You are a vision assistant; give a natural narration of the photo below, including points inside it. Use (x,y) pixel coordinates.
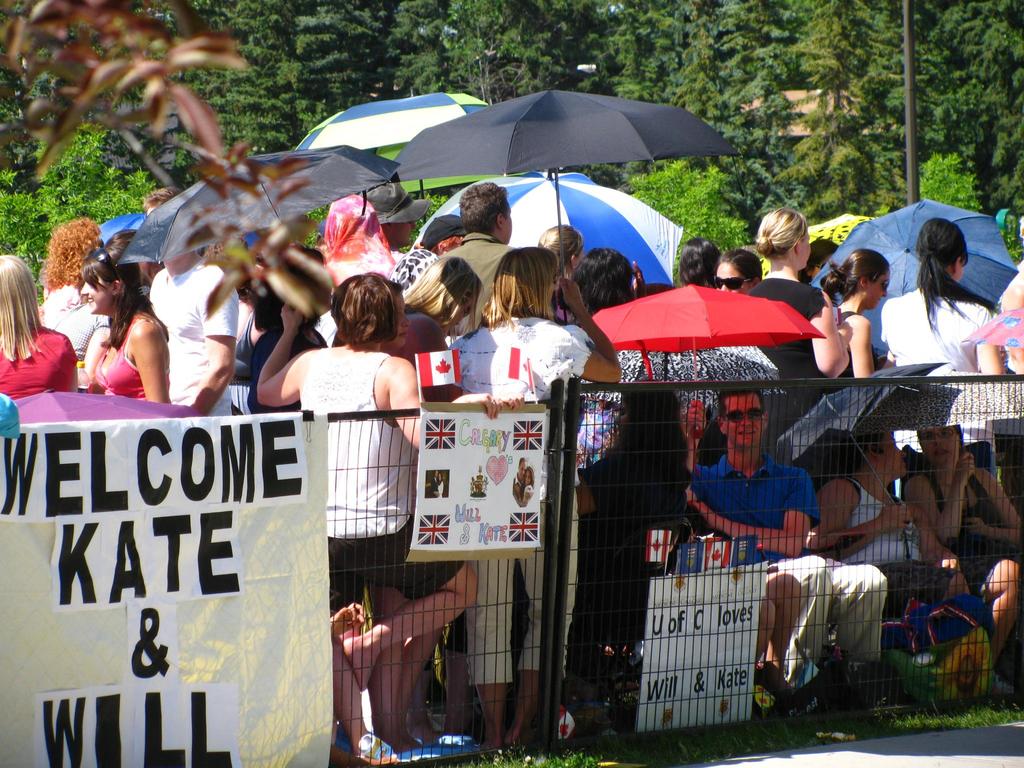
We can see banner (212,706) and board (423,465) on fence (415,478) and we can see grass (490,766). Few people (622,494) are sitting and these people (358,240) are standing and we can see umbrellas (451,118). In the background (478,29) we can see trees (835,71), rooftop (809,100) and pole (904,36).
